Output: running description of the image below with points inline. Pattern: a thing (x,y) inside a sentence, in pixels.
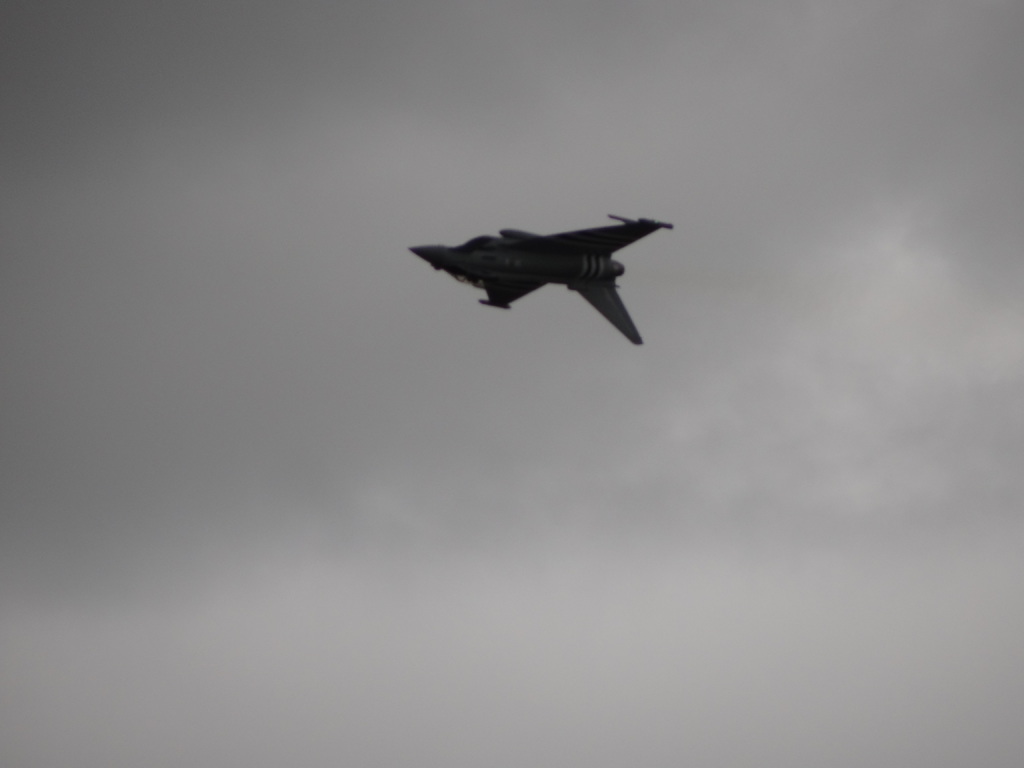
In this picture we can see an airplane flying and we can see sky (775,475) in the background (643,374).
